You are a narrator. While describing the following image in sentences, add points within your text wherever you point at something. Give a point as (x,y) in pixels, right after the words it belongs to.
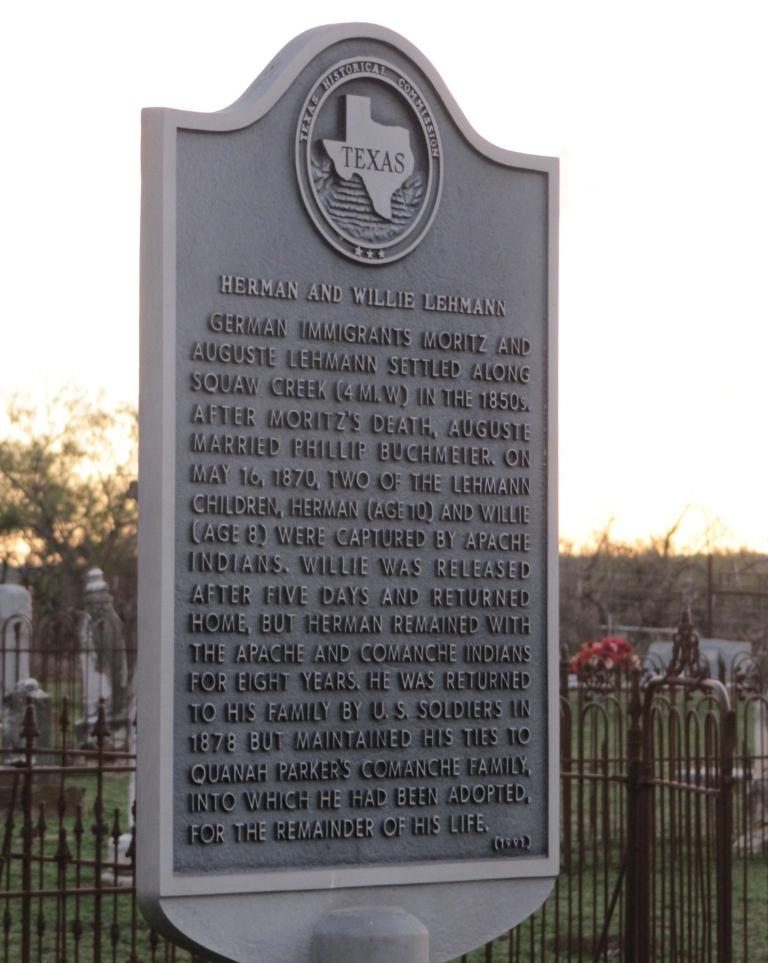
In the image we can see a memorial (261,654), on it there is a text (265,523), this is a fence (671,892), grass (73,838), tree (63,482) and a sky (697,328).
